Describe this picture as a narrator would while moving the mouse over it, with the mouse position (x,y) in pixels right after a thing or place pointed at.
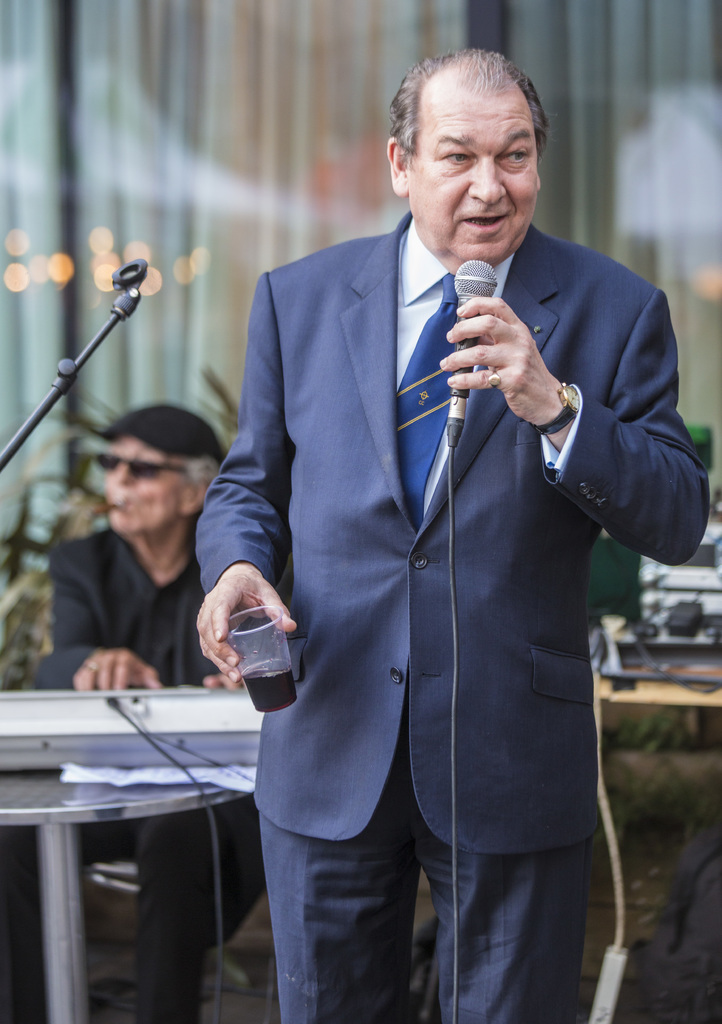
In this image a man (344,398) wearing a blue suit (354,681) is talking something as his mouth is open. He is holding a mic (486,281) in another hand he is holding a glass (260,673). Behind him a man (107,676) is playing keyboard (119,698). The keyboard (111,726) is placed on a table (69,805). On the right side (642,635) there are few more music system (637,657).
